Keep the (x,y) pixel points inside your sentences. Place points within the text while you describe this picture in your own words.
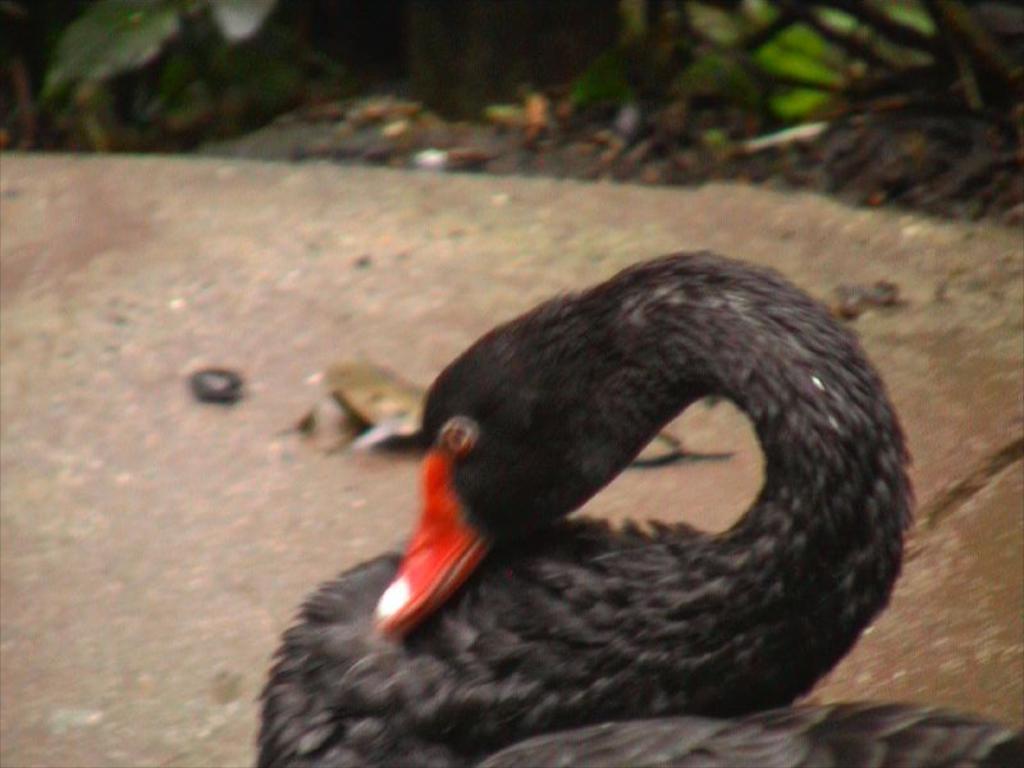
In this image there is a black swan (439,529) in the middle (473,502) which kept its head (510,359) downwards. In the background (241,80) there are small plants (215,71).
